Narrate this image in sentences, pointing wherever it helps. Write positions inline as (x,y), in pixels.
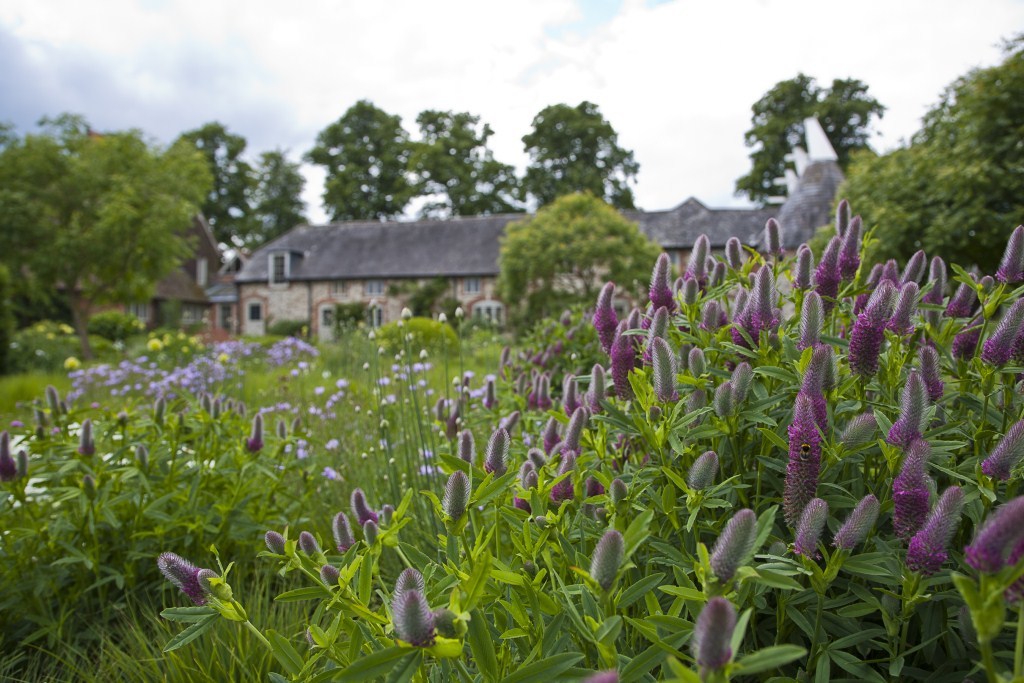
In this image, at the bottom (571,516) there are plants (507,488), flowers (809,521), buds (370,449), leaves (543,622). In the background (435,393) there are trees (521,264), houses (310,286), plants (351,321), sky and clouds (650,79).
